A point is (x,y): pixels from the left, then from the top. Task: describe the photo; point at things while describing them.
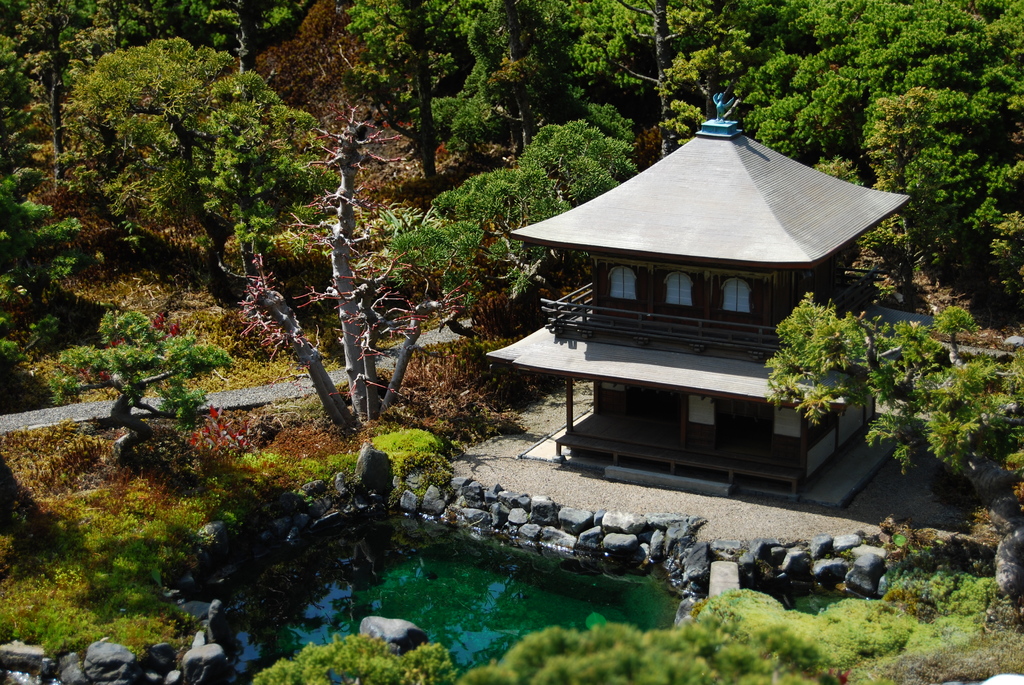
In this picture there is a house (763,334) and there is a sculpture (726,107) on the house (765,160) and there are trees (966,90). At the bottom (83,610) there is a pavement (254,392) and there is grass (121,593) and water (459,615) and there are stones (410,630).
